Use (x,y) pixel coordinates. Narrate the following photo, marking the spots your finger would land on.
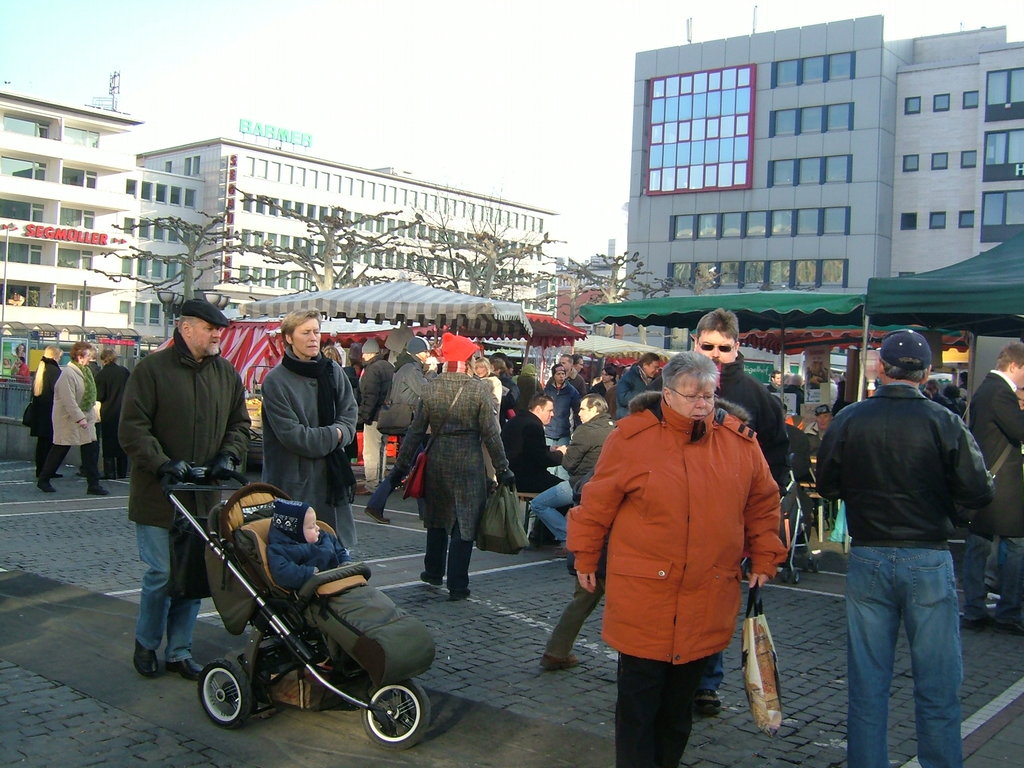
In this image we can see some people (565,639) standing on the ground (560,601). In that some are holding the bags (180,580) and a man (181,609) is holding a baby carrier (269,585). We can also see a group of people (534,487) sitting under the tents (426,306). On the backside (648,227) we can see some buildings (646,214) with windows (529,277), the signboard (229,267), a group of trees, poles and the sky (273,113) which looks cloudy.
